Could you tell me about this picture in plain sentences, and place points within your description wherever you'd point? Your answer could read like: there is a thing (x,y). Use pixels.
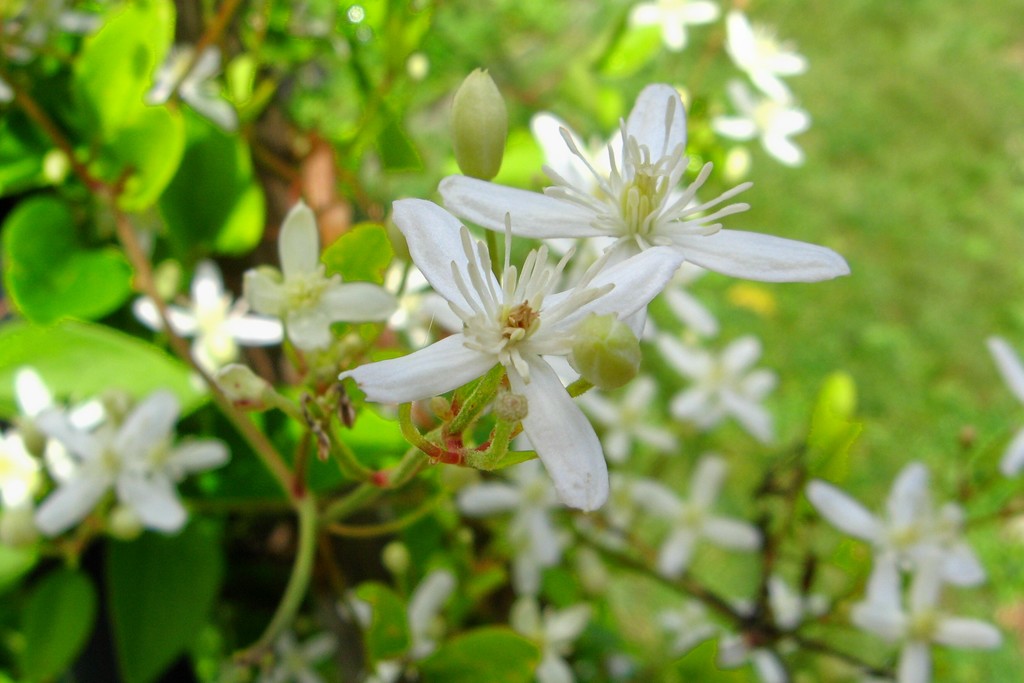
In this picture we can see there are plants (421,369) with flowers (344,299). Behind the plants (319,304), there is the blurred background (869,385).
